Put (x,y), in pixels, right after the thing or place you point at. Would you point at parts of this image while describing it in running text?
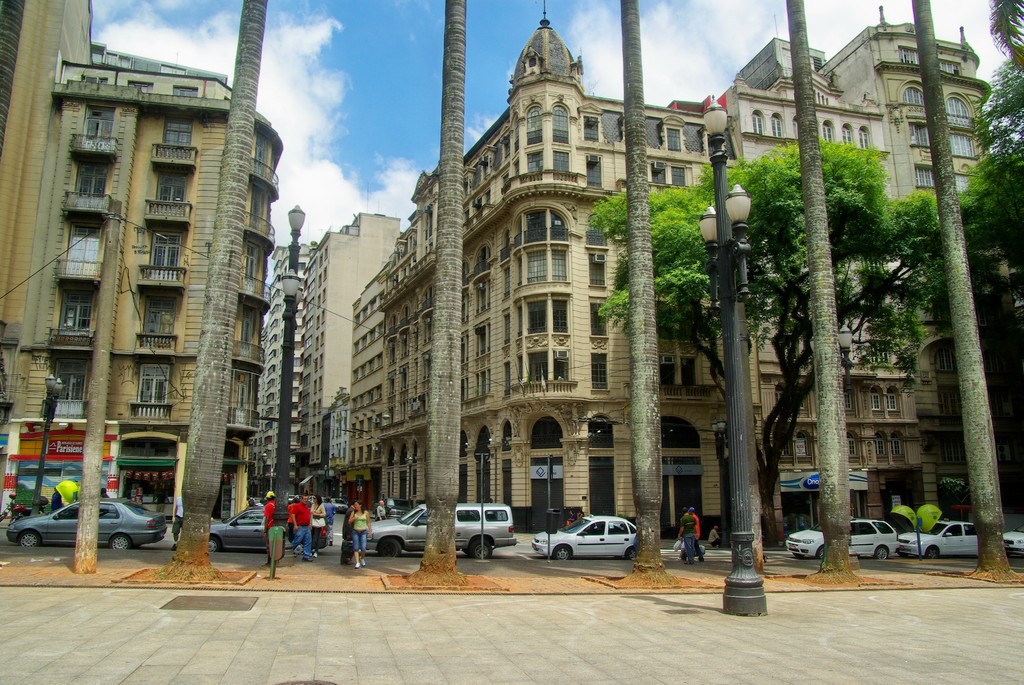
As we can see in the image there are buildings (349,295), street lamps (290,285), trees (628,244), sky (315,137), clouds (308,79), cars (68,530), traffic signal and few people (362,560) walking here and there.
